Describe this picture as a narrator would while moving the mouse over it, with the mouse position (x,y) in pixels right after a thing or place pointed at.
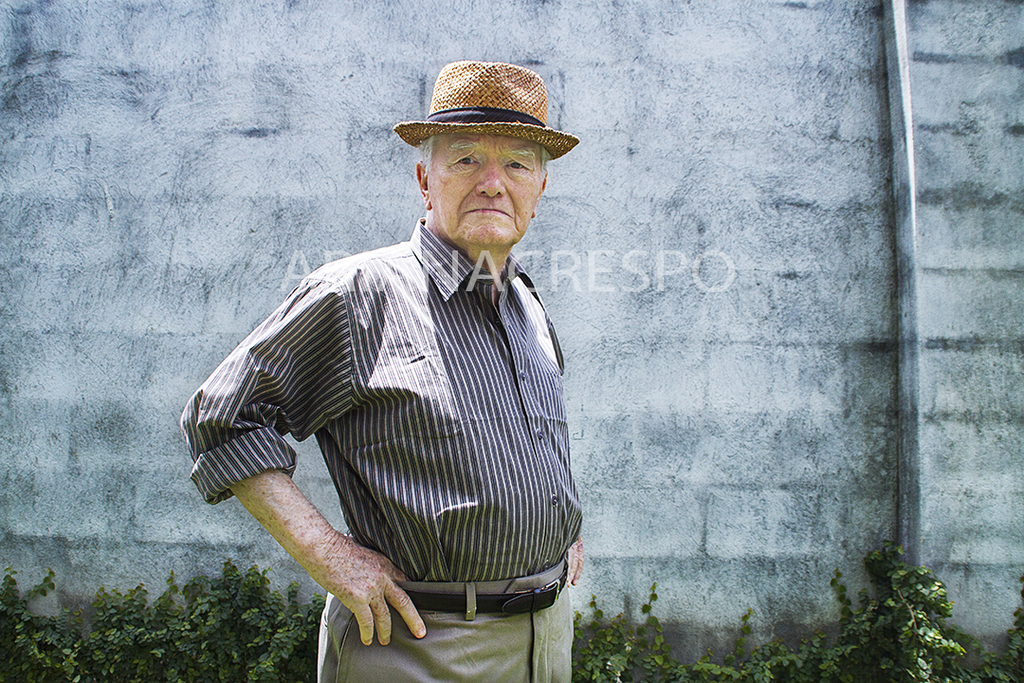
In this image there is a person (389,591) wearing hat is standing in front of wall (990,113) where we can see there are some plants (1012,665) and pipe (901,279) on the wall (990,128).
